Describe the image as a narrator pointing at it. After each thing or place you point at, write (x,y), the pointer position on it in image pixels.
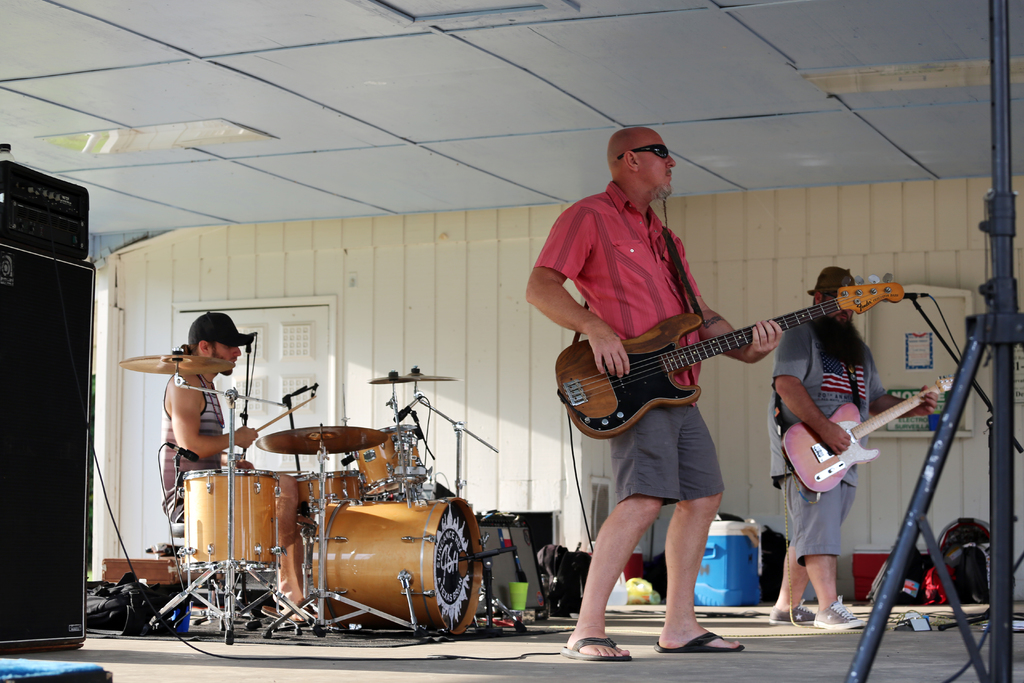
In the image we can see there is a man (221,464) who is sitting and playing drums (361,536) and in front of him there are two men (839,444) who are holding guitar (840,459) in their hands (608,364).
